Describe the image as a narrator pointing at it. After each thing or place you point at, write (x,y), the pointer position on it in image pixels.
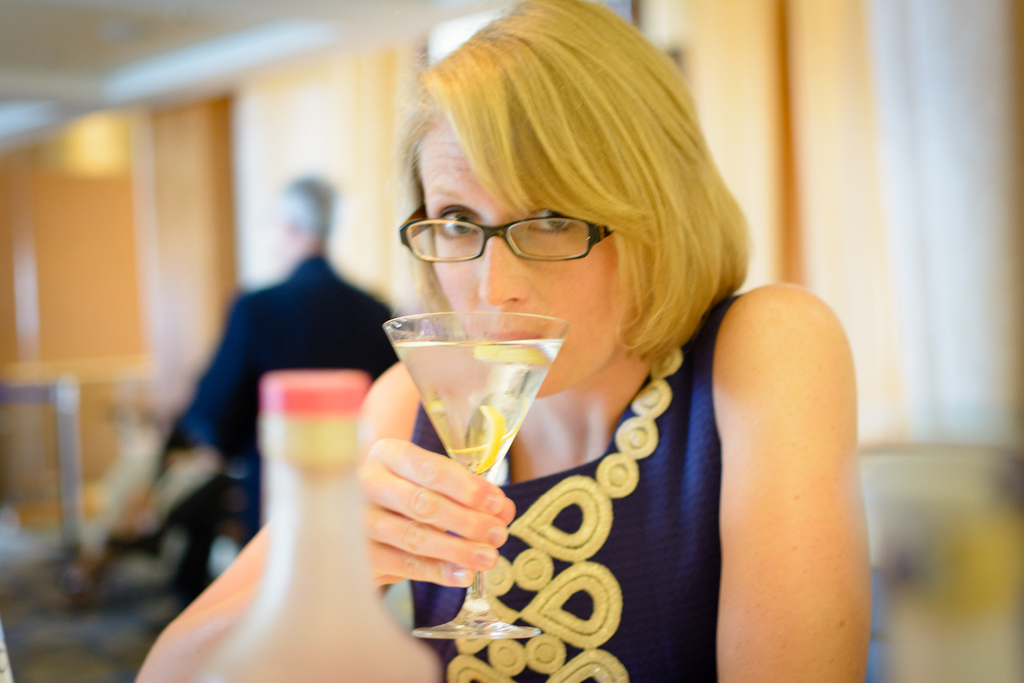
This picture is clicked inside. In the foreground (519,322) there is a woman (569,391) wearing blue color dress (679,520), seems to be sitting on the chair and drinking a drink (486,362). In the foreground (312,656) there is a bottle (341,582). In the background (252,224) we can see the wall (120,110), table (78,364) and a person (218,351) sitting on the chair (167,437) and we can see the roof (54,49).
